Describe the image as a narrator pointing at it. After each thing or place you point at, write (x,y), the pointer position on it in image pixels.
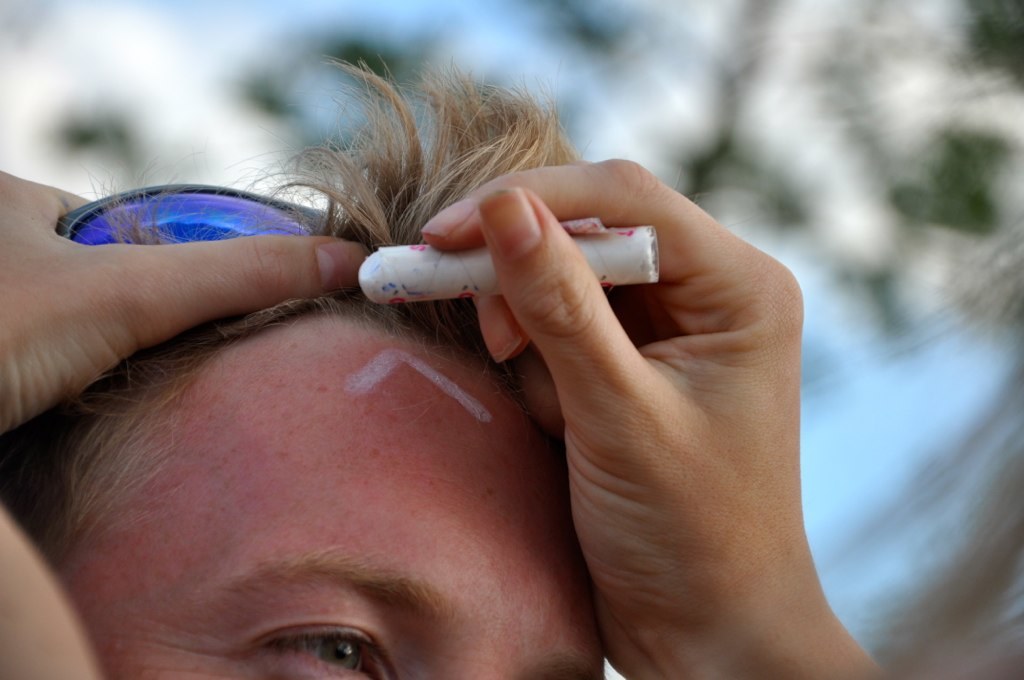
In this picture there is a person (424,353) who is wearing goggles (251,226). On the right (698,474) we can see another person's hands (695,366) who is holding chalk (642,254). At the top (705,51) there is a sky (464,7). On the right (888,161) we can see the tree (899,278).
